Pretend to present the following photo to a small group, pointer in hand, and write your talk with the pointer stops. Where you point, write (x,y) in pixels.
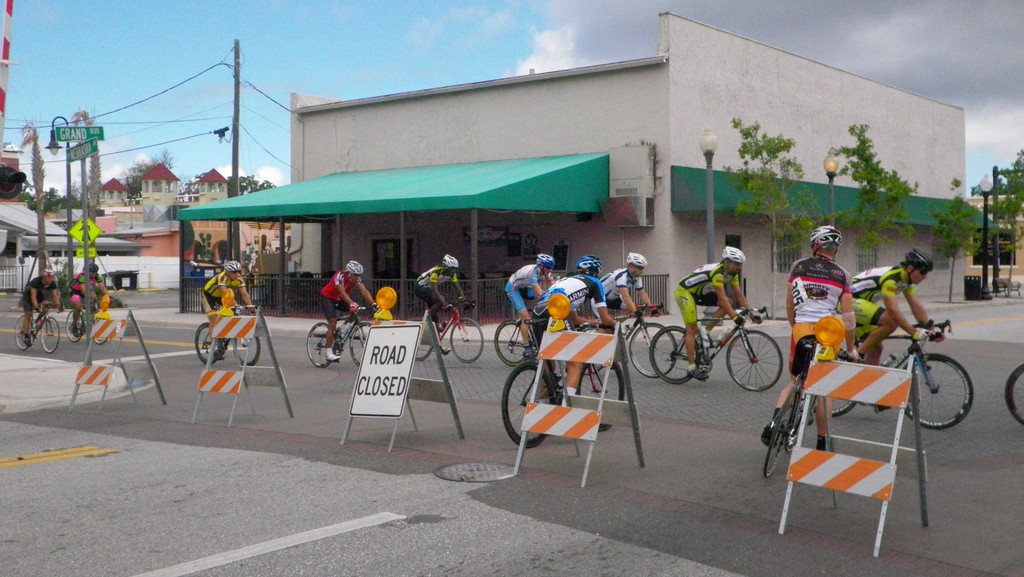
The picture is taken outside a city. In the foreground of the picture (603,436) there are people (422,283) cycling on the road (974,380) and there are indicators (126,372). In the center of the picture (449,227) there are trees (754,203), poles (88,292), street lights (983,278), buildings (155,203) and railing (646,285).
